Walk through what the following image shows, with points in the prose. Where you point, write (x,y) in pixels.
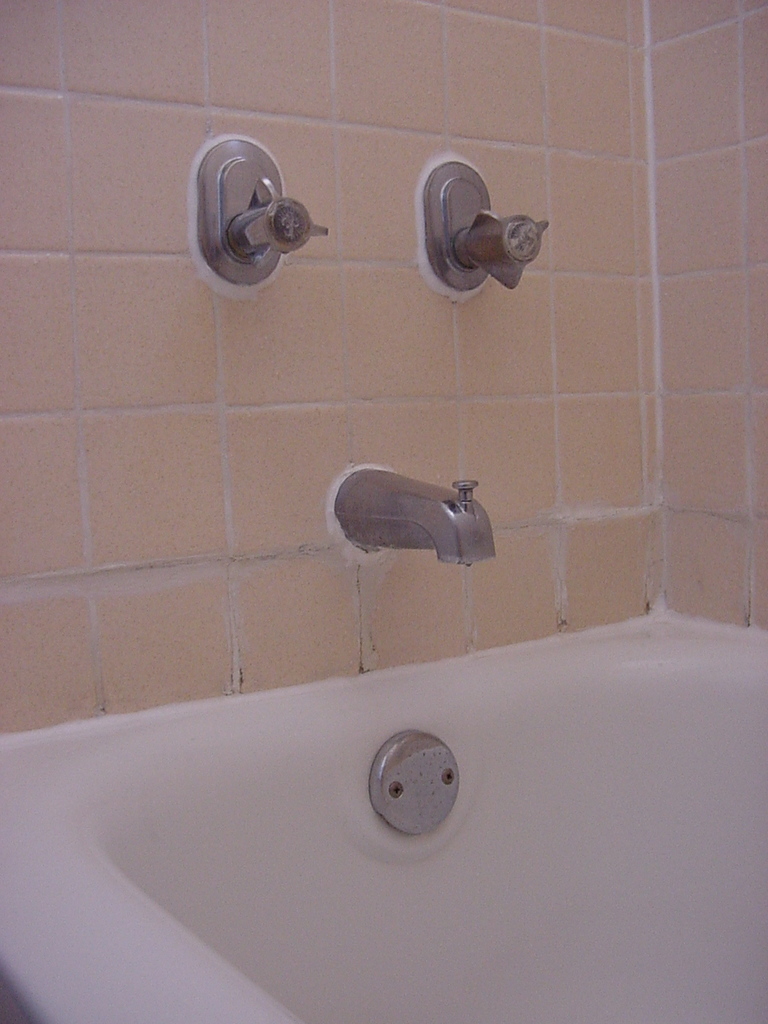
The picture consists of a bathtub (603,911). In the center of the picture (437,526) there are taps (244,277). To the wall (107,132) there are tiles (623,264) stuck.
